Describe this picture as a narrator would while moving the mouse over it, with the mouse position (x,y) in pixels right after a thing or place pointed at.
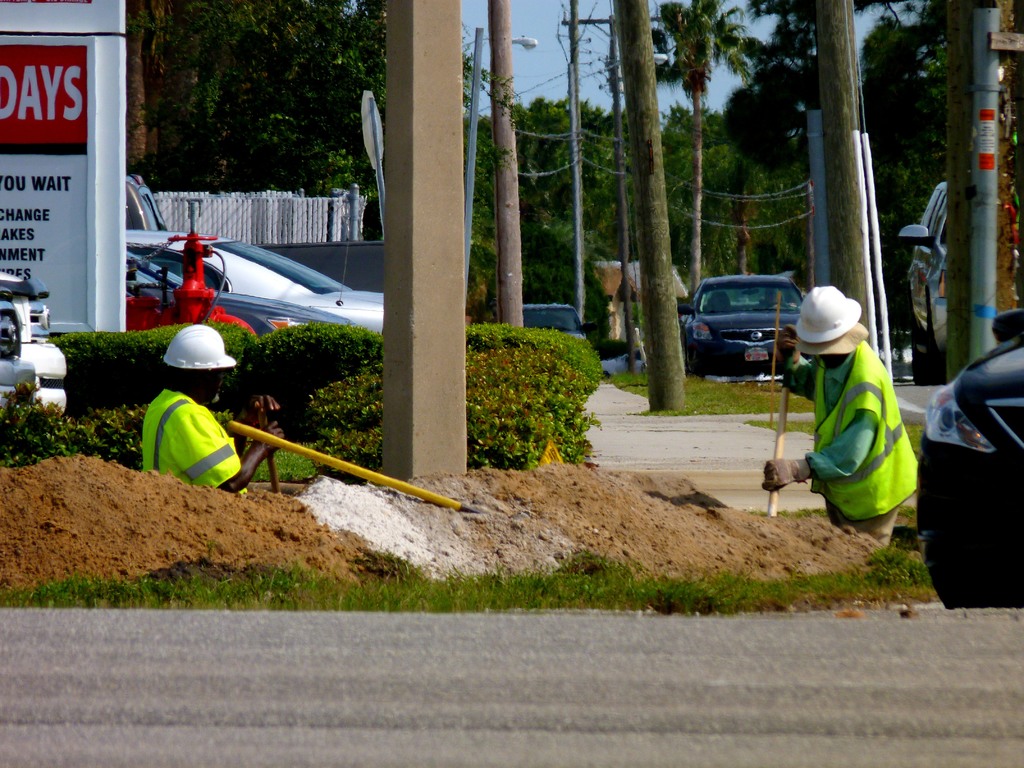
In this image we can see two persons (836,486) are holding rods (782,432), there are some plants (525,390), trees (553,161), poles (513,121), street light poles (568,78), electric poles (959,352), there is a fire hydrant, pillar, some vehicles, grass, also we can see the sky (545,85), and a board (61,205) with some text (38,185) on it.
